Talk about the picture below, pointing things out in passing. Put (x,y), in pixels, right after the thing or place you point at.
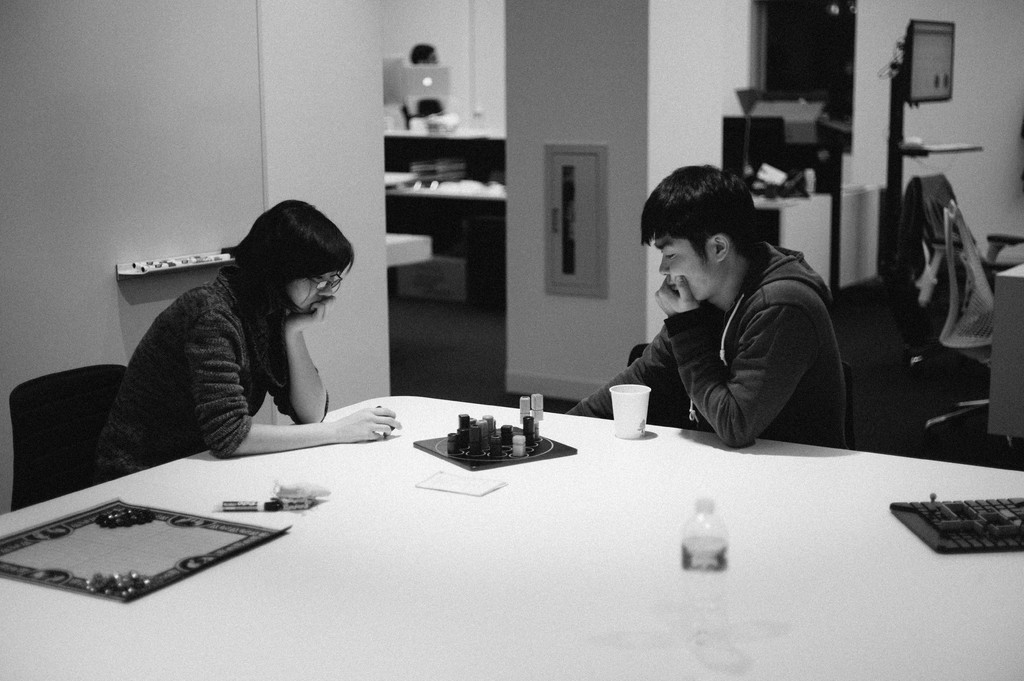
In this image there is a table (352,633) which is in white color on which there is a glass (623,424) there is board game (506,438) there are some peoples (663,424) sitting on the chairs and in the background (977,111) there is a lamp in black color and a wall (701,76) is of white color.
